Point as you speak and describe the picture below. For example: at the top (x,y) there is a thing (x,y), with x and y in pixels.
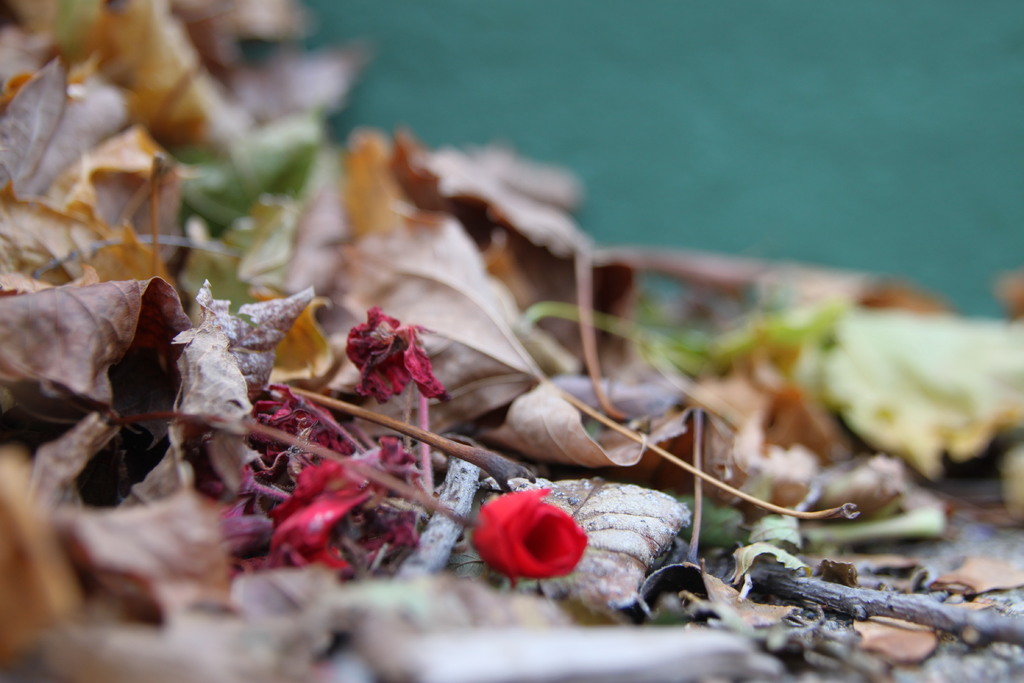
In this image, we can see a red flower (518,537) with stem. Here there are few dry leaves (837,353), sticks (633,644). Background (911,132) there is a blur view.
